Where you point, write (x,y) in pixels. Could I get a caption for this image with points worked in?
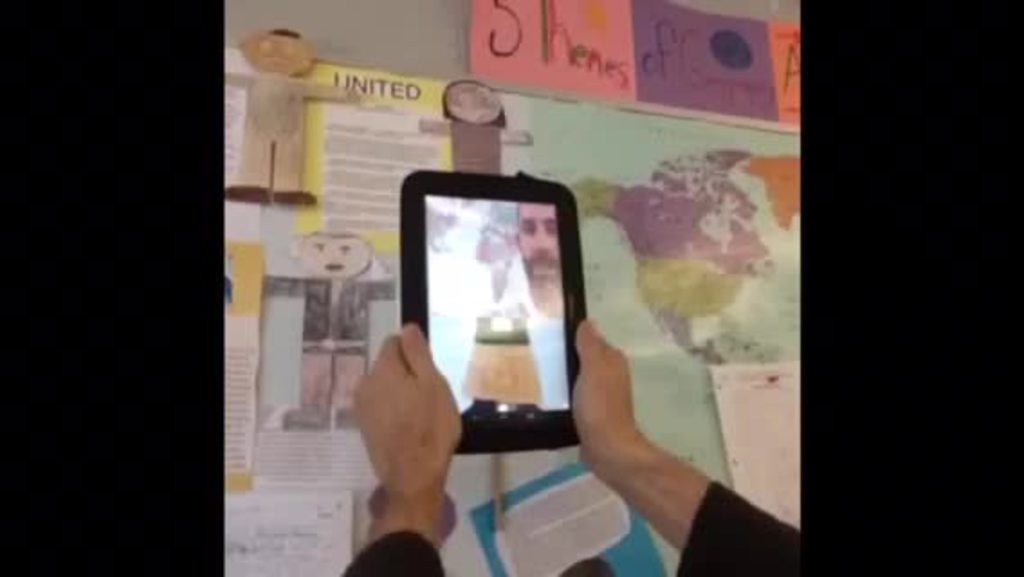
In this picture there is a person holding a tablet (515,295) with both of his hands (617,422). In the backdrop (316,387) there are some paintings (314,318) and a map (652,272) fixed on the notice board (275,246).
